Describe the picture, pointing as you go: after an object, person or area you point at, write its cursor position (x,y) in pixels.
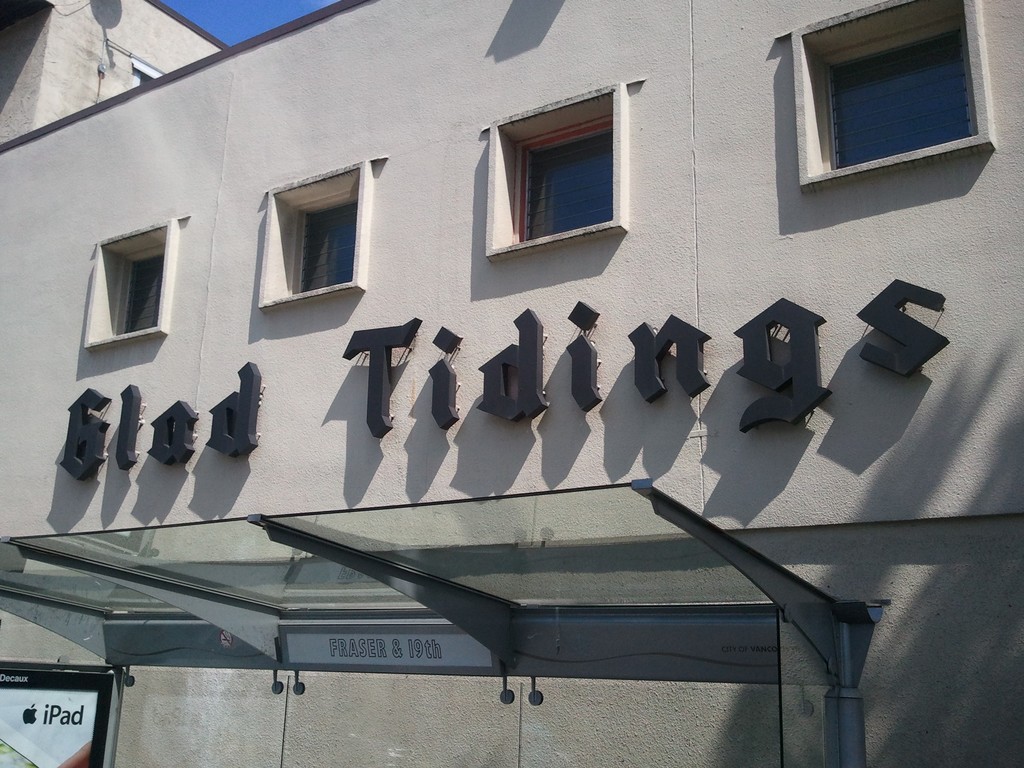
In the image I can see a building (284,393) to which there are some windows (961,68), glass roof (120,561), board (43,735) and some letter (165,464) on it.
